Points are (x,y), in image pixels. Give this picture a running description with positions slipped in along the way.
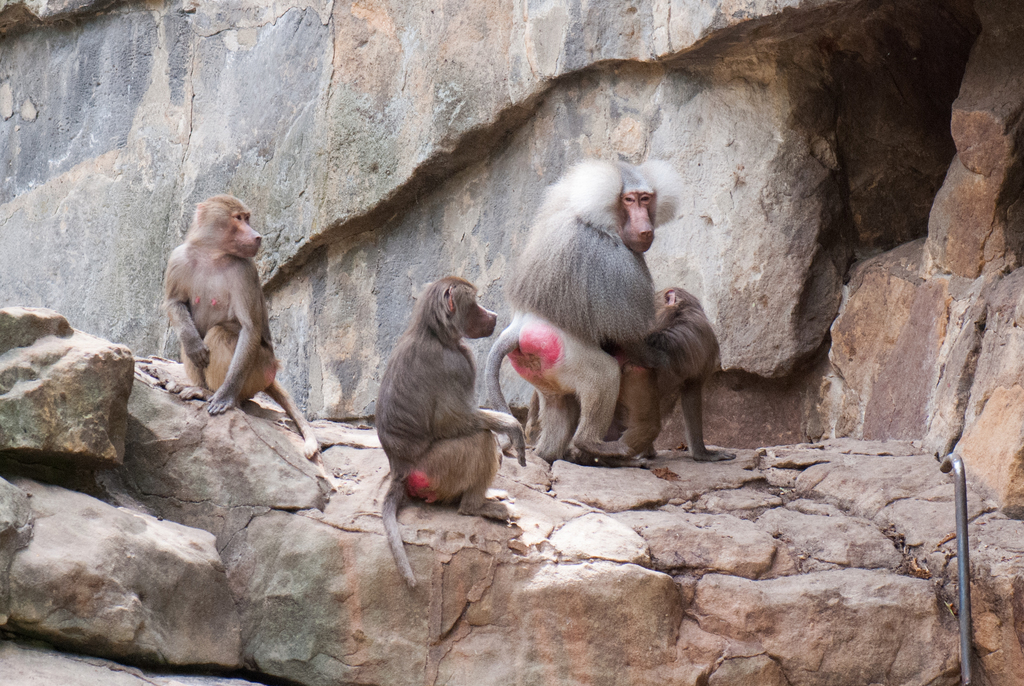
In this image, we can see a group of monkeys (448,386) are on the rocks (620,526). On the right side of the image (963,534), we can see a rod (962,475). Background (285,94) we can see rock wall (275,125).
